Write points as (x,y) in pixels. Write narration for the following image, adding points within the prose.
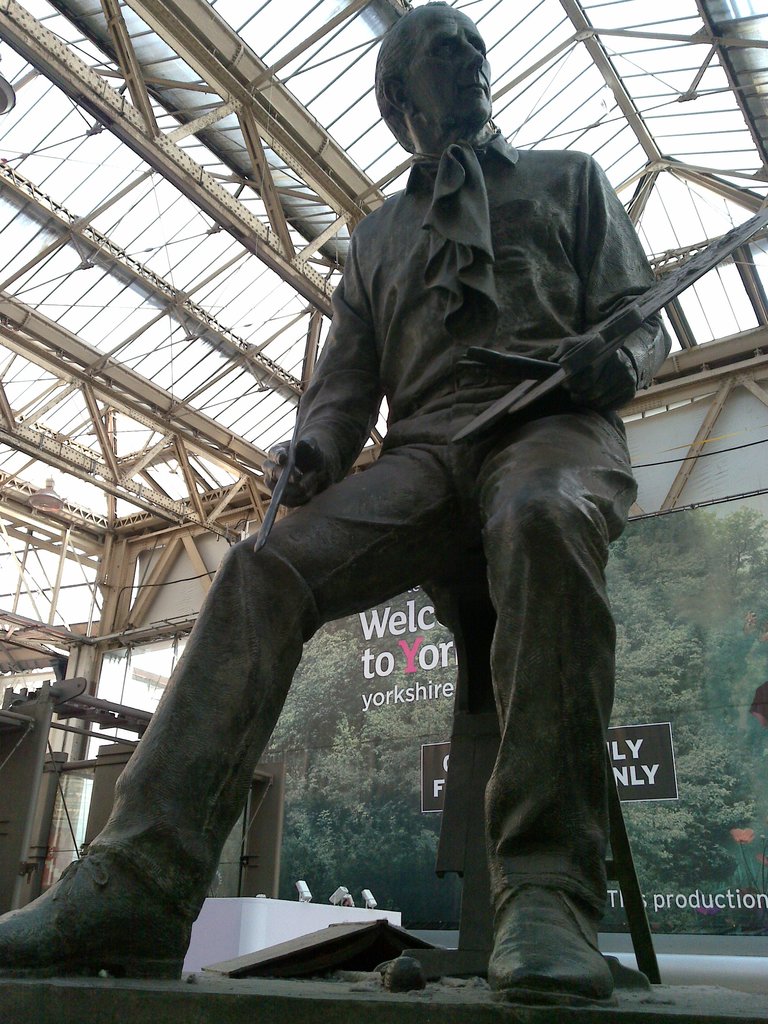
In this image we can see a sculpture (321,520) of a person (216,645). Behind the sculpture (254,641) we can see a banner (692,665) with text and image (666,665). In the image we can see a group of trees (665,655). At the top (222,112) we can see the roof (220,130). On the left side (21,791), we can see a light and a few objects (49,796).
